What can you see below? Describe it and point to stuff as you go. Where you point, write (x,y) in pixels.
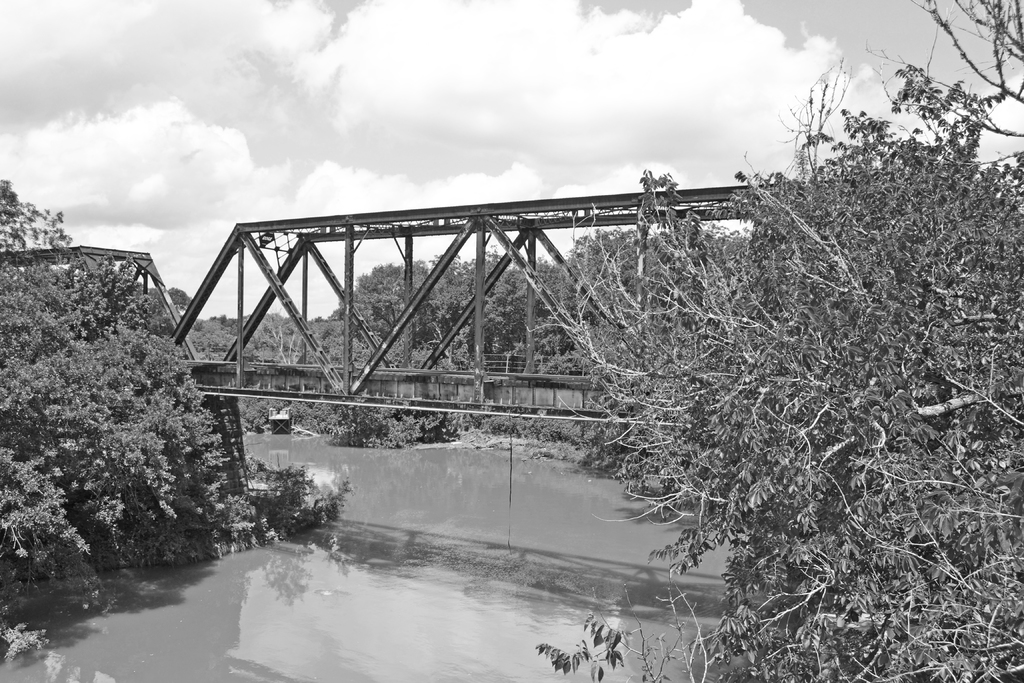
In this image, we can see some trees (443,361). There is a bridge (313,372) in the middle of the image (366,393). There is a canal (452,585) at the bottom of the image (423,657). There are clouds (515,90) in the sky (604,59).
